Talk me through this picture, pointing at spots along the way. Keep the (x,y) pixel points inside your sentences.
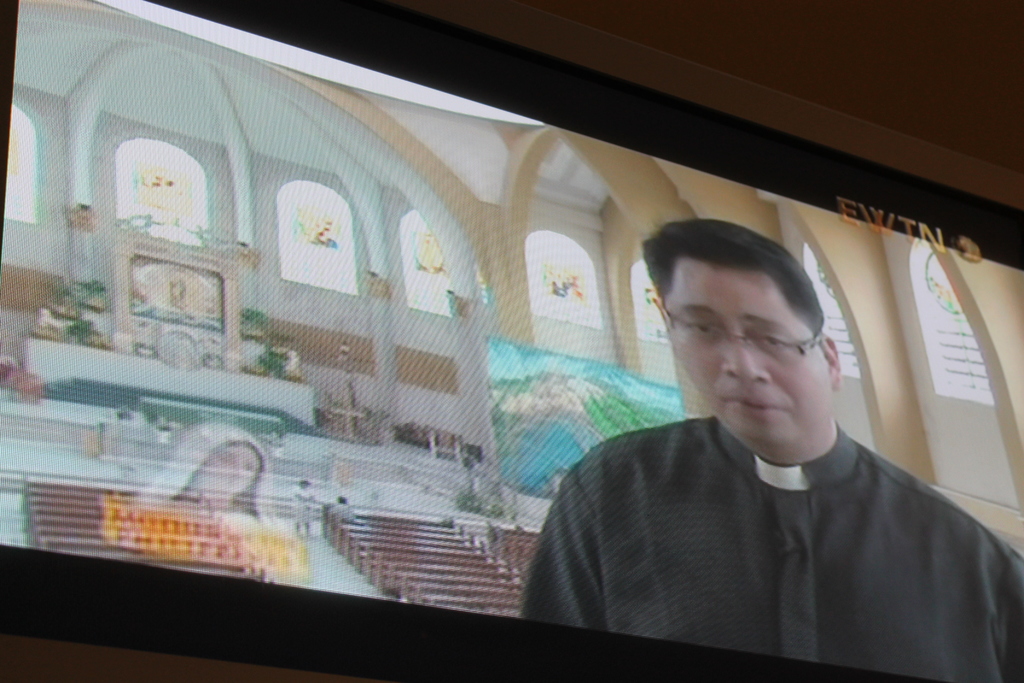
In this image I can see a television (833,628) in which I can see a person (843,616) in the front (865,445), there are benches (350,520), sculptures (230,272) and stained glasses (952,301) behind him.
